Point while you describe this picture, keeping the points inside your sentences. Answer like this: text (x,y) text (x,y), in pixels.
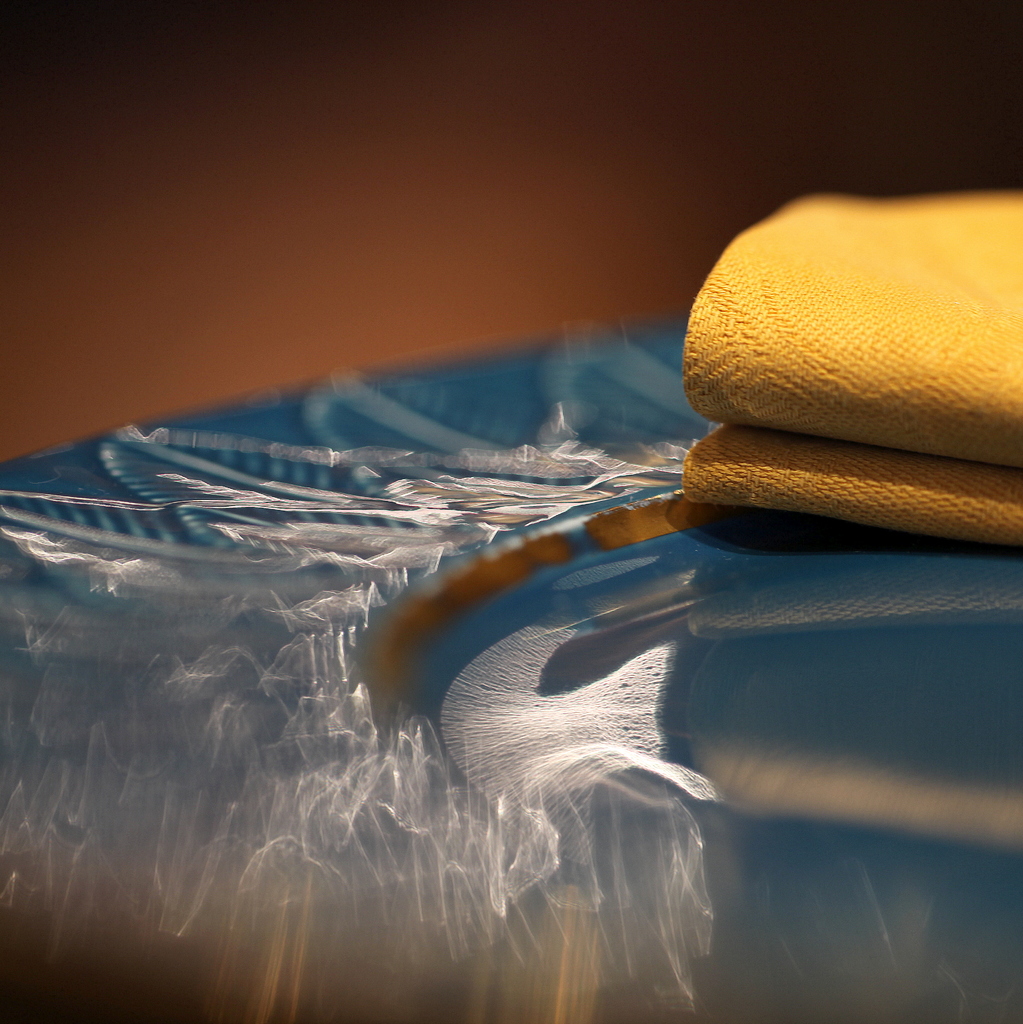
In this image we can see there is a napkin (805,257) on the plate (494,683).
